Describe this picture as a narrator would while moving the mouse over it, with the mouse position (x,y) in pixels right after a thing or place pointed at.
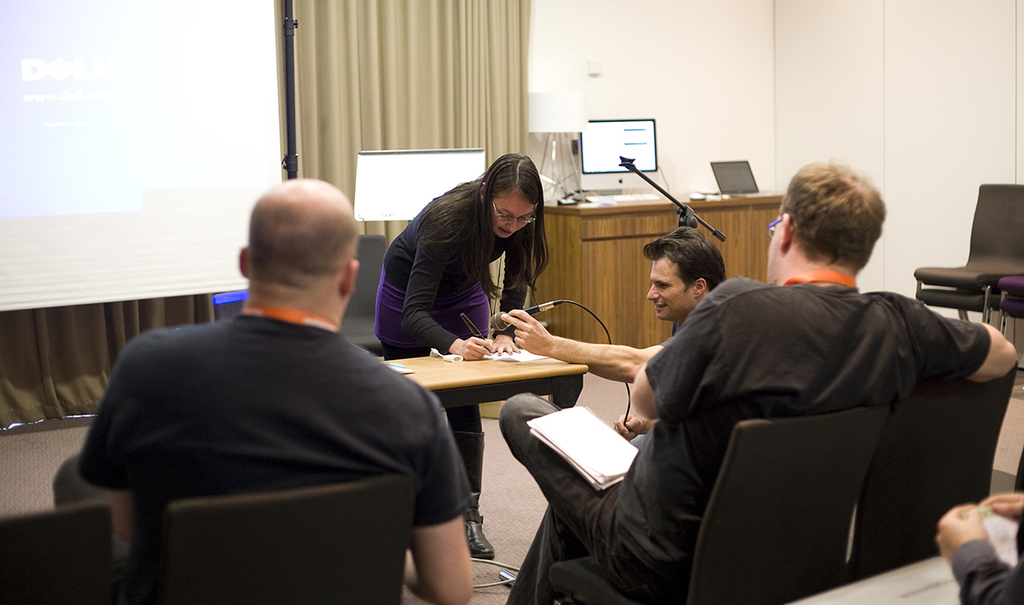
In this image we can see this people (338,451) are sitting on chairs (792,457). This woman (428,296) is standing near the table (513,376) and writing with a pen (472,328). In the background (197,153) we can see projector screen (62,102), curtains (479,47), table (668,202) upon which monitor (648,167) and laptop (751,182) are placed.
